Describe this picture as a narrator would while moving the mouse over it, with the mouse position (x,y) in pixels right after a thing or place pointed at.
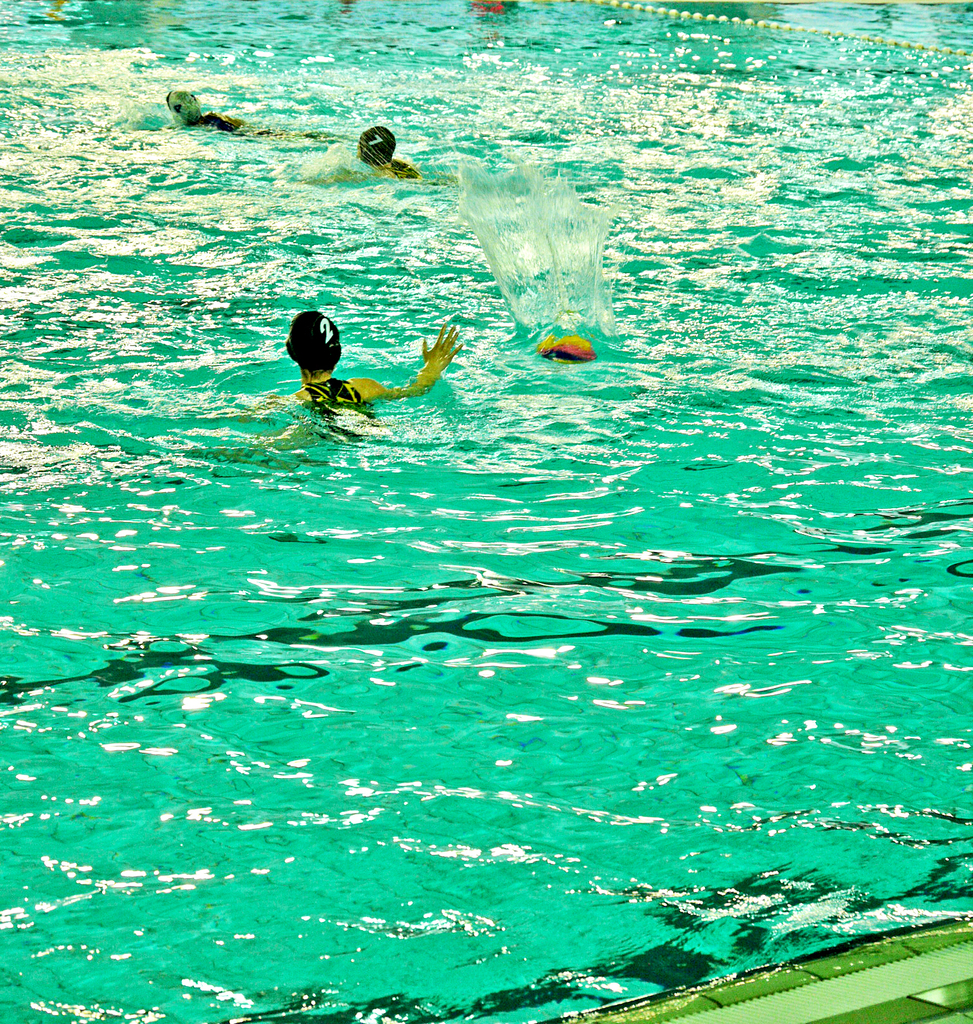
In this picture we can see people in the water (421,591), here we can see some objects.
